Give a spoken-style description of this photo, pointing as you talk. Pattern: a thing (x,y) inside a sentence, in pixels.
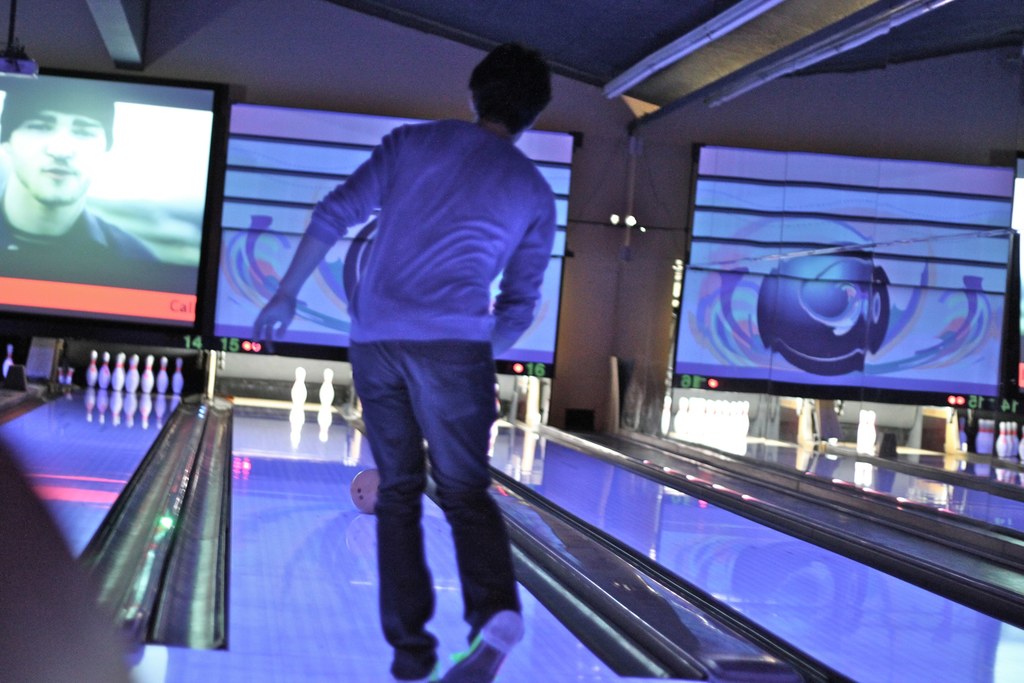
In this picture I can see a person (417,517) standing, there is a bowling ball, there are bowling pins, there are screens (946,364), and in the background (449,72) there is a wall (383,38).
